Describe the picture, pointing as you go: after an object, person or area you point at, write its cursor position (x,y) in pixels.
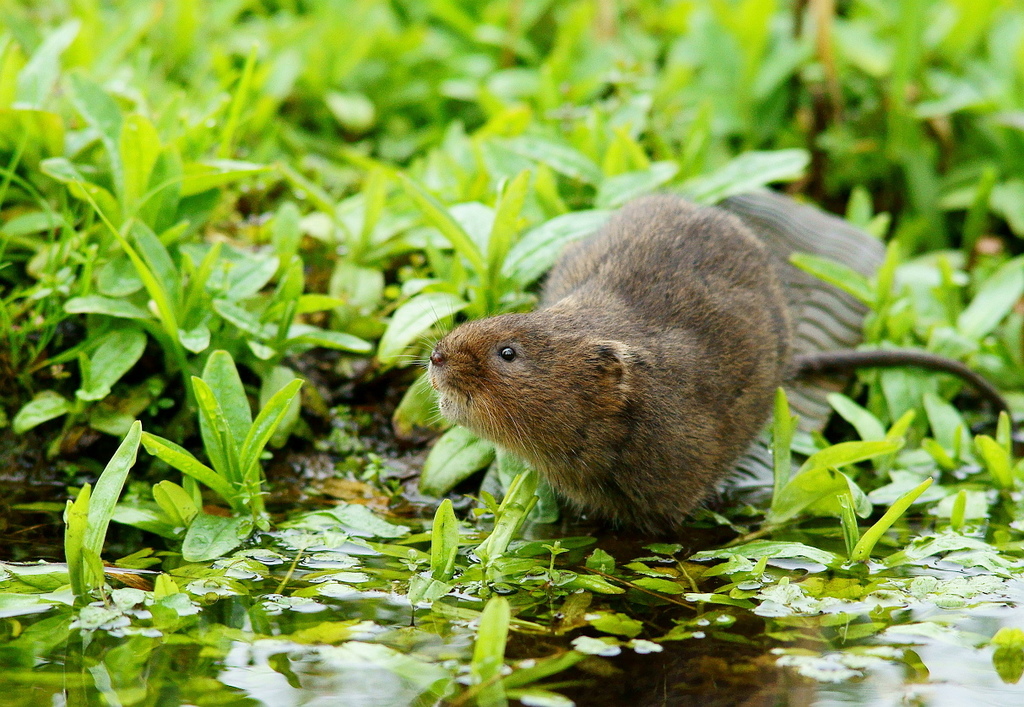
In this picture, there is an animal (679,427) which is in brown in color. Behind it, there are plants (780,392). At the bottom (302,696), there is water (302,696).
